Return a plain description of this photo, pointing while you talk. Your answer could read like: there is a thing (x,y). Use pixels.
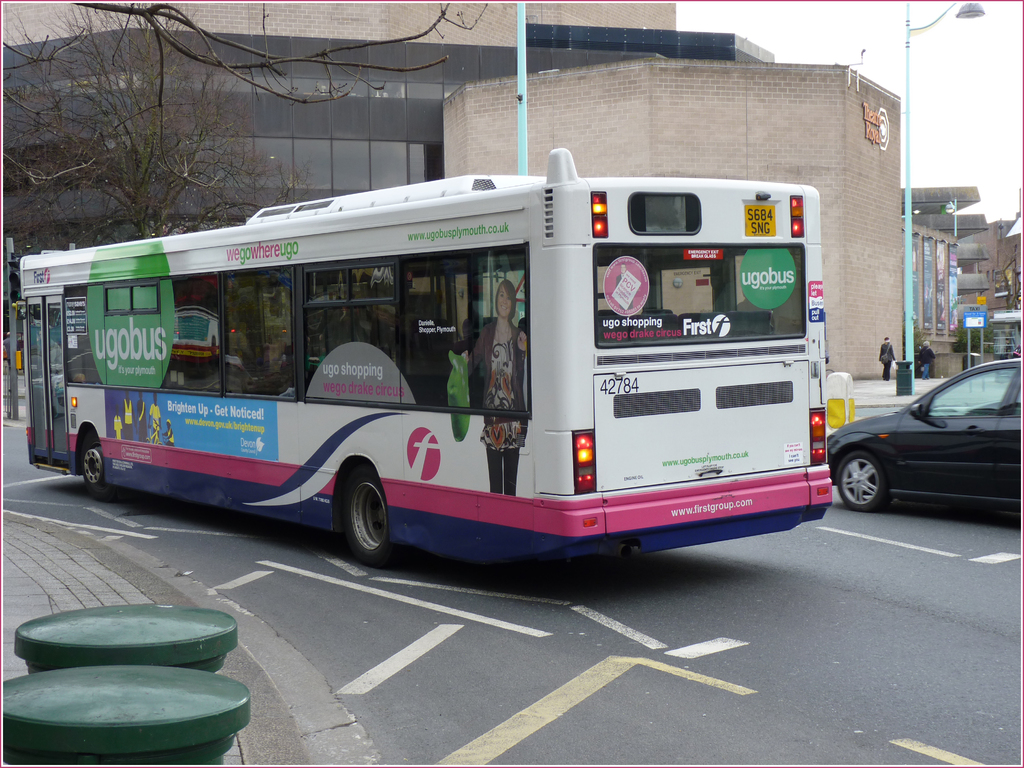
In this image we can see some buildings (822,105), some text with logo (881,112) on the wall (863,78), some objects (860,66) attached to the walls (800,122), some boards (967,324) with poles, three people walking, some poles (955,233), one pillar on the road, some banners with text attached to the wall (863,326), two green color poles (907,299) near to the road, one light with pole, some trees (966,339), one car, one bus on the road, some text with images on the bus (355,395), one dustbin (909,375) near to the pole (911,349), at the top (870,54) there is the sky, one man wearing a bag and holding a white color cover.
